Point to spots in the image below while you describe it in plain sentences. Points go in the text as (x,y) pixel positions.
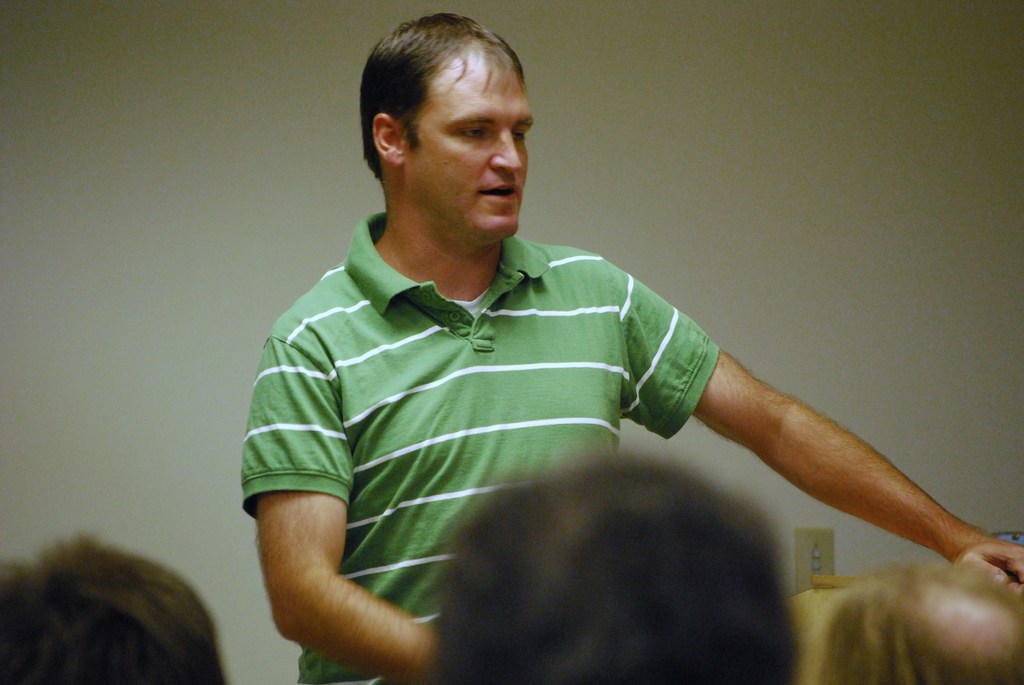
In this image in the middle (481,292), there is a man (477,303), he wears a t shirt (477,389). At the bottom (484,642) there are some people (635,644). In the background (30,175) there is wall (323,252).
